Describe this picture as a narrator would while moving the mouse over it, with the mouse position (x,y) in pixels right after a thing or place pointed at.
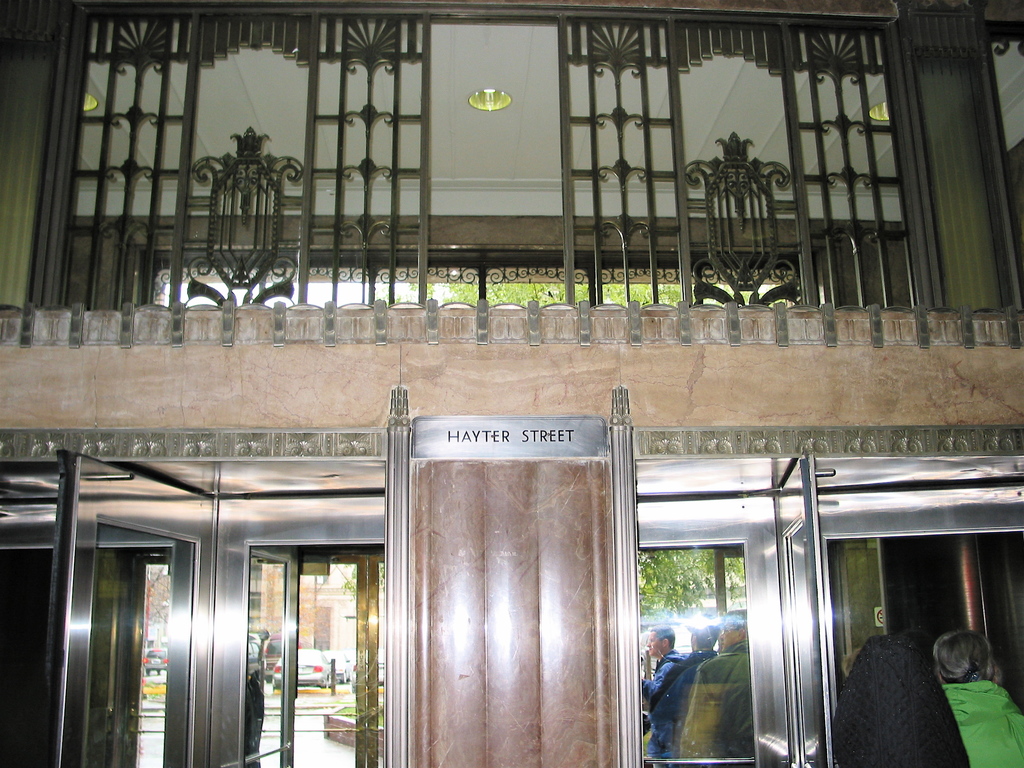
There is a building (496,305) which has railing (594,225) at the top (568,225) and ''hayter street'' is written at the center (483,452). There are glass doors (798,706) and people (953,712) are present on the right (967,691). Through the doors (275,691) we can see vehicles (276,670) and trees (675,592).
